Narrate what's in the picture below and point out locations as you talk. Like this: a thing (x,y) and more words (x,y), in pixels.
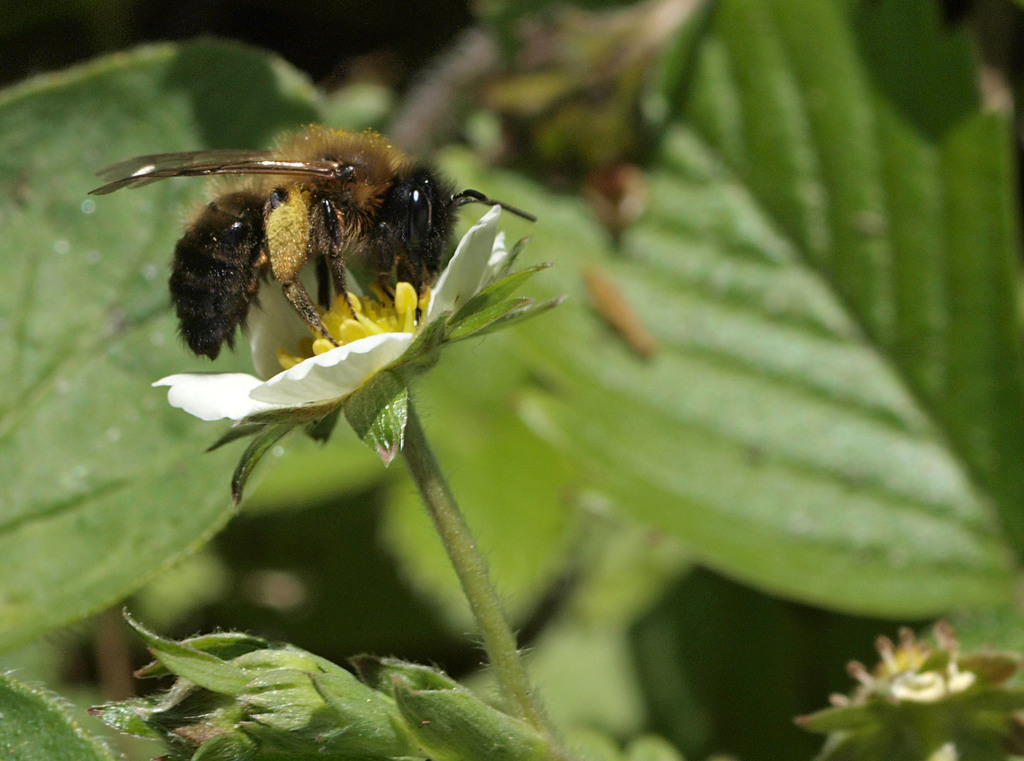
In this image I can see an insect (280,228) on the flower (366,408). In the background (58,460), I can see the leaves (733,414).
